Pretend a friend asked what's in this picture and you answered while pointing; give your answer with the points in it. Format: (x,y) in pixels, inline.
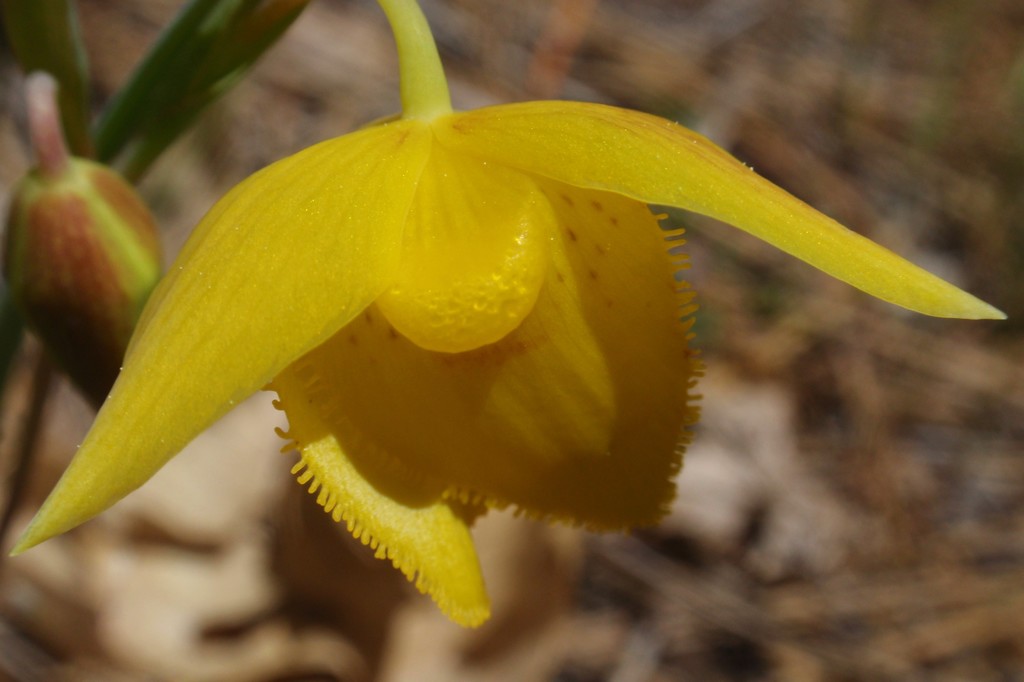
In this image we can see a flower (415,340), bud (83,280) and an object (161,42). The background of the image (991,69) is blur.
